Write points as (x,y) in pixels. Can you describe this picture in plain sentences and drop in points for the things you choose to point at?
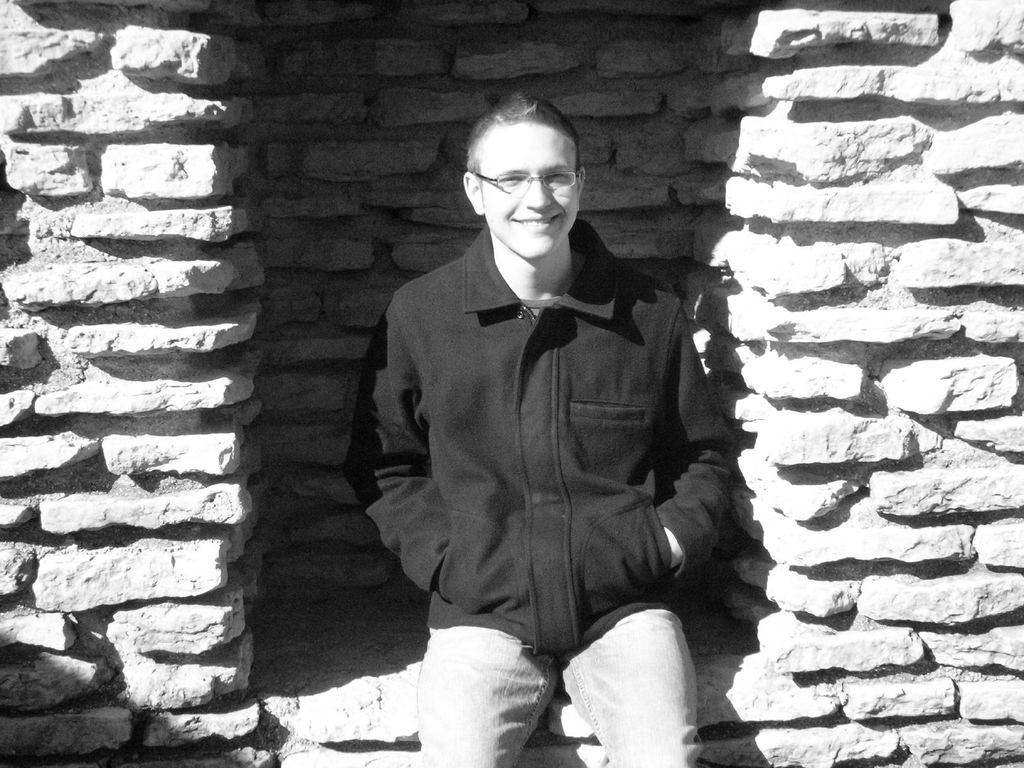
This image consists of a man (531,551) wearing a black jacket (600,569). In the background (216,307), we can see a wall (738,666) made up of rocks (715,636).
